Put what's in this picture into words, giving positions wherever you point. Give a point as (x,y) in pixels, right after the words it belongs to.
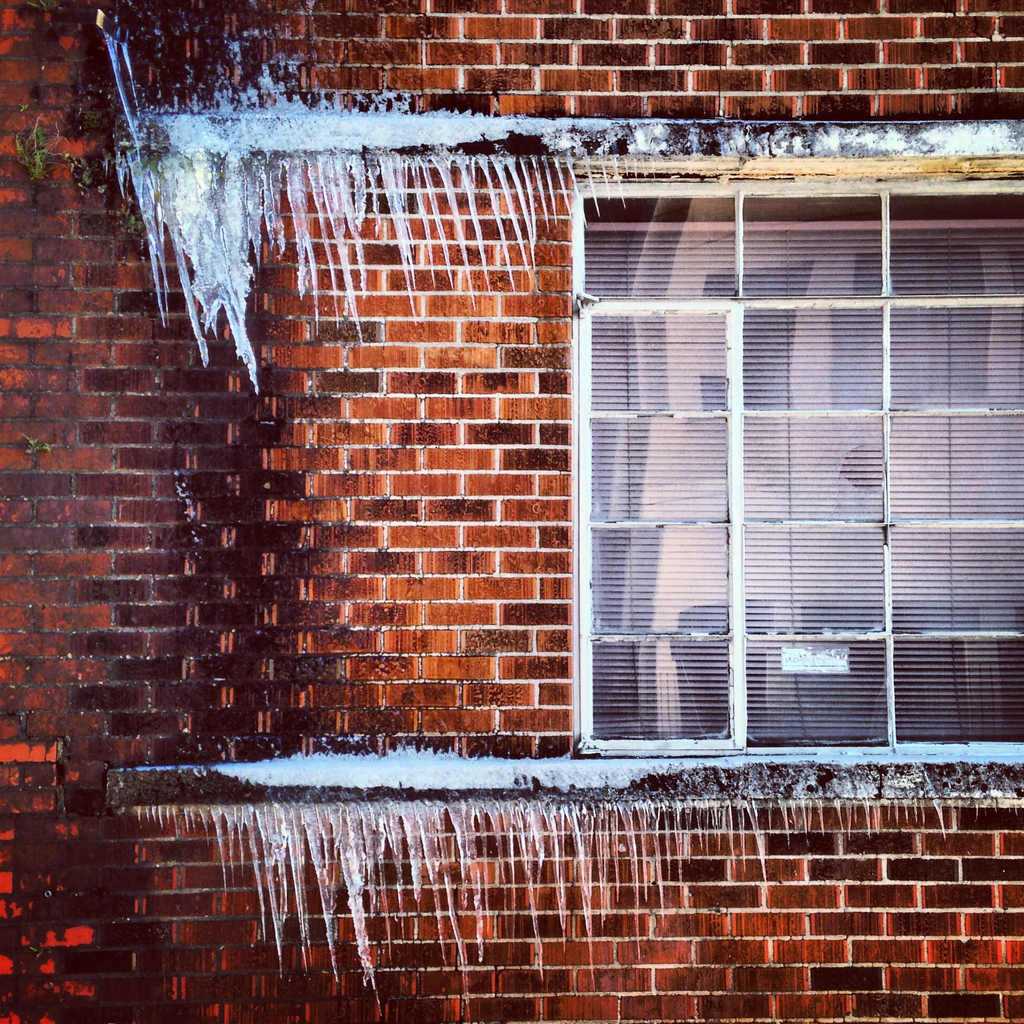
In this picture, we see the window (803,445) and the wall (467,480) which is made up of the brown colored bricks (300,582). In this picture, we see the ice (186,284).
